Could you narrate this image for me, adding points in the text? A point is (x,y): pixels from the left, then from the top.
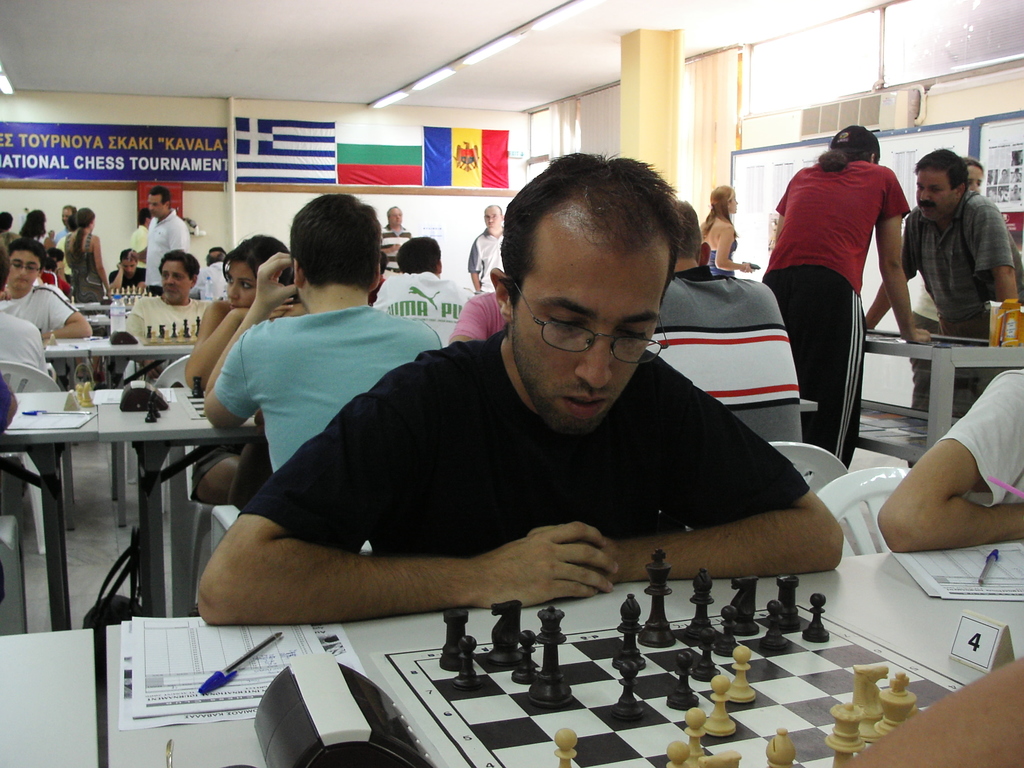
This is a space (84,184) where a chess tournament is played. This is a table (115,755). There are a lot of things (325,704) on the table (240,741) like chess board (525,697) and a paper (300,630) and a pen (274,635). There is a man (599,431) sitting on chair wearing a T shirt (692,437). There are group of people (134,309) in the background (381,290). There is a man (930,264) who is standing at the right corner (943,258). This is a roof (455,20) with lighting arrangement (528,22).
